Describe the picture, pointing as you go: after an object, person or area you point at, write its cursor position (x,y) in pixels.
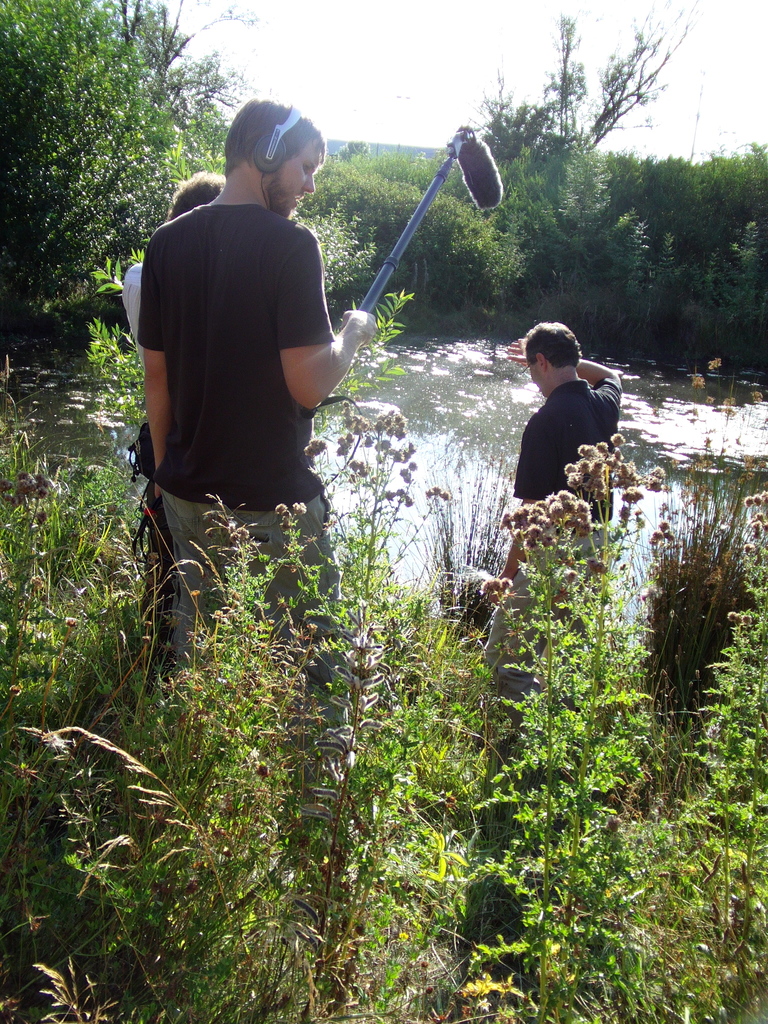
In the picture I can see three persons (305,390) standing in between plants (409,455) where one among them is holding a stick (441,177) in his hands (345,316) and there is water (503,368) in front of them and there are trees (427,163) in the background (51,226).
